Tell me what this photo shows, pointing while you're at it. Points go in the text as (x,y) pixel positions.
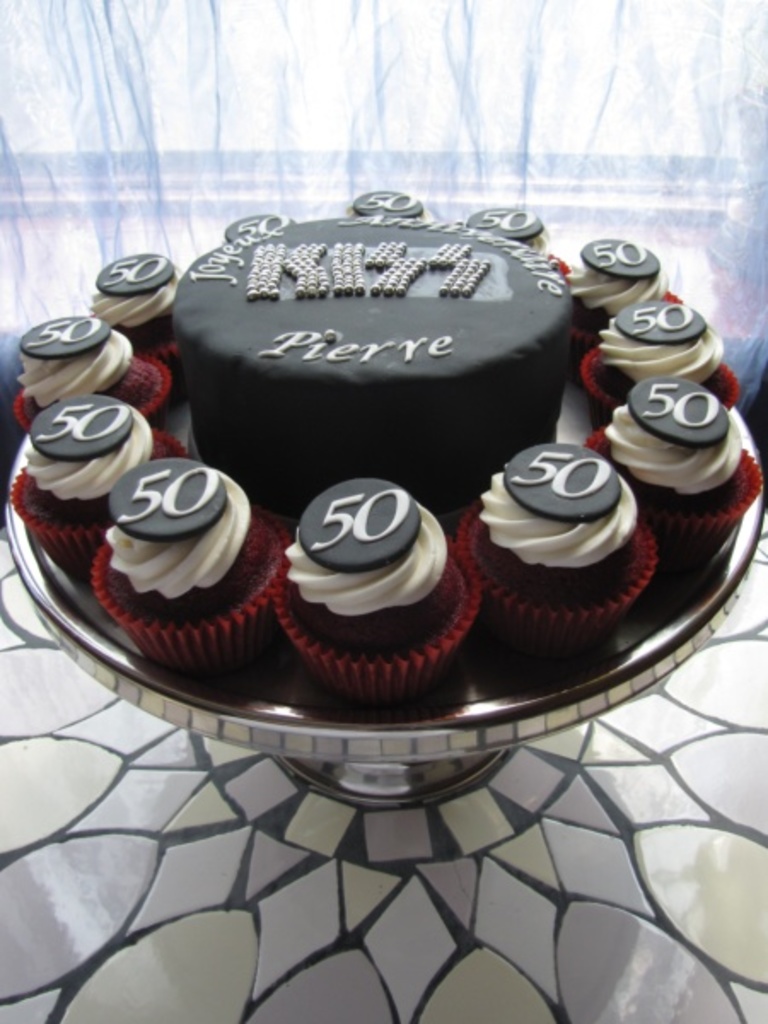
In this image there is a cake (373,382) and few cupcakes (196,466) on a stand (384,725). On the cupcakes (192,466) 50 is written. In the background (24,122) there is curtain (404,97).
